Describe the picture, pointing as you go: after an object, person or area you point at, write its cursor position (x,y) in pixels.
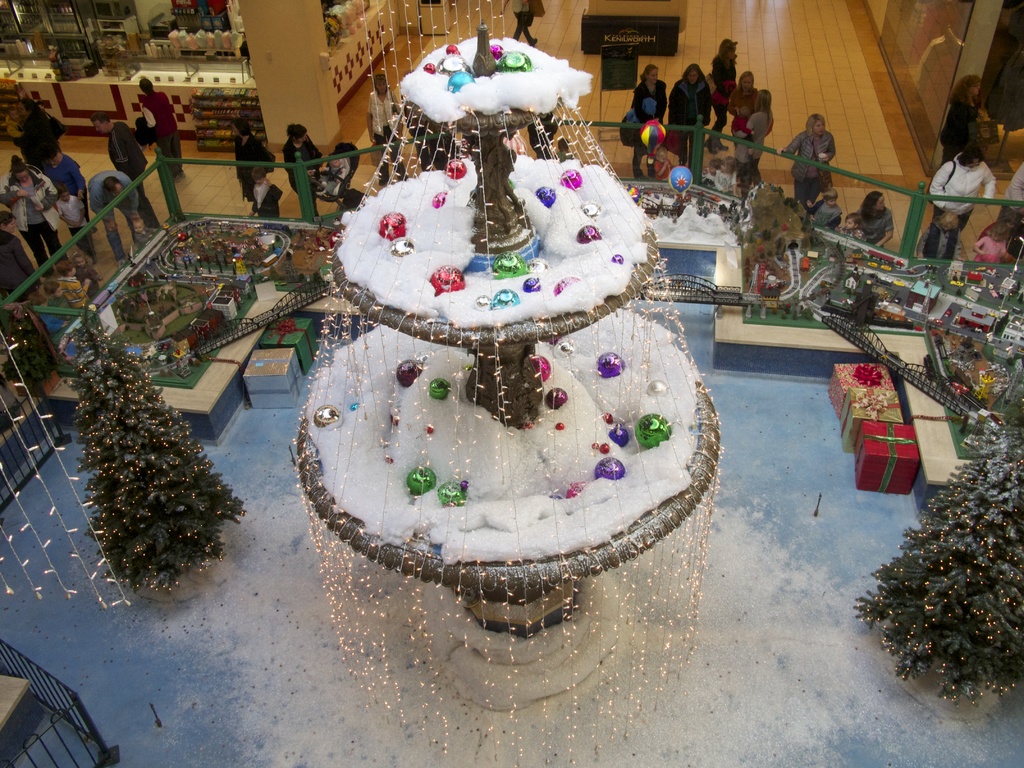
In this image I can see a three layer stand (514,246) in the centre (461,261) and on it I can see snow (422,87), lights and other decorations (571,180). On the both sides of the image I can see two Christmas trees (86,337) and on it I can see lights (124,523) as decorations (917,553). I can also see few gift boxes (842,430) and miniature set (927,267) in the centre of this image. On the top side of this image (10,18) I can see a store (60,23) and number of people (20,127) are standing.
